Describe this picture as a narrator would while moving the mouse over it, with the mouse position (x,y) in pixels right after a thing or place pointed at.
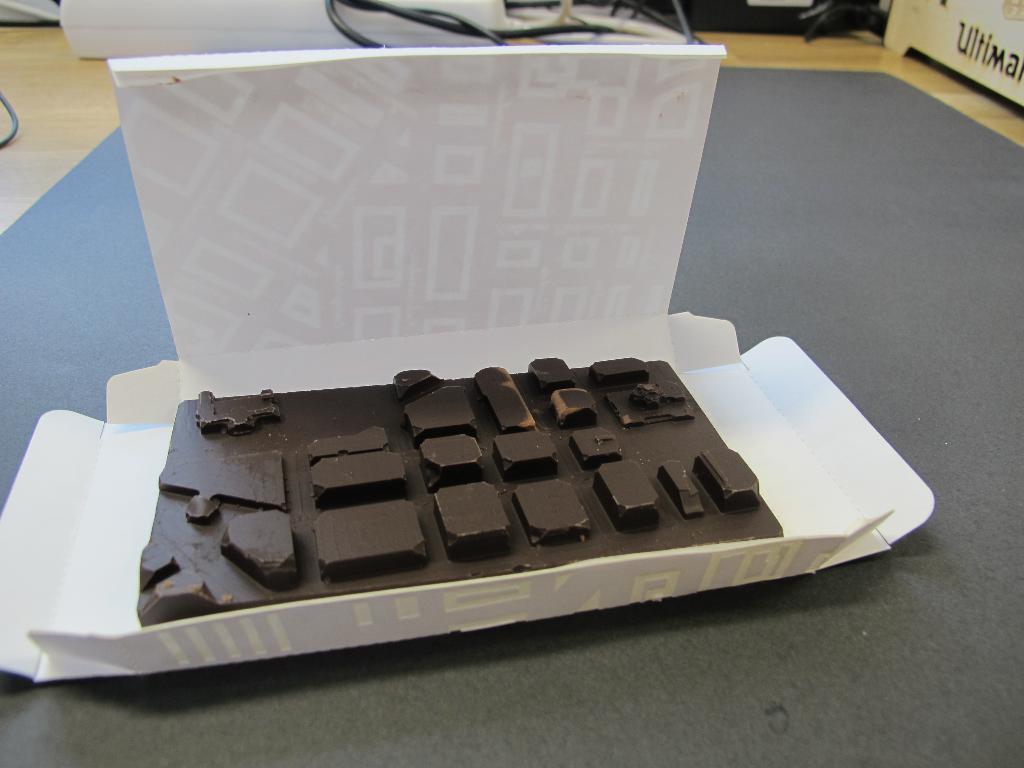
In the picture I can see a chocolate (441,488) which has few shapes (370,525) on it is placed on a sheet (438,352) and there are few cables (420,18) and some other objects (368,30) in the background (530,20).
